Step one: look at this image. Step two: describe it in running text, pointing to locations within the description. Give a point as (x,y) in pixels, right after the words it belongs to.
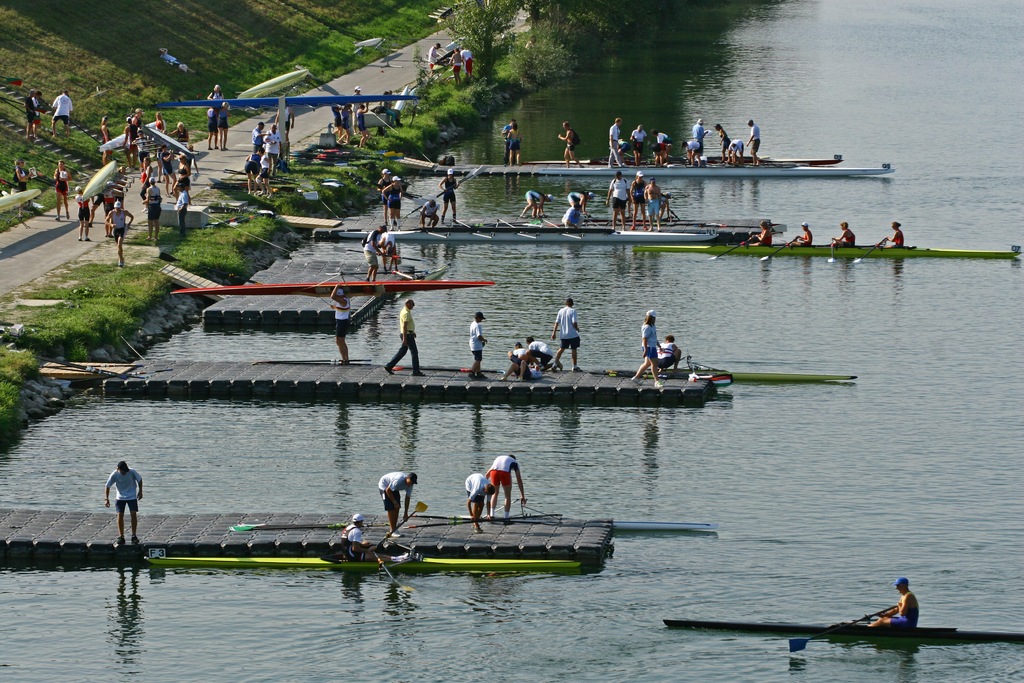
In this image there is grass (208,61) towards the left of the image (225,54), there are trees (535,21), there are persons (119,183) holding the boat (104,174), there is a river (804,302), there are persons (766,233) rowing the boat (739,244).
